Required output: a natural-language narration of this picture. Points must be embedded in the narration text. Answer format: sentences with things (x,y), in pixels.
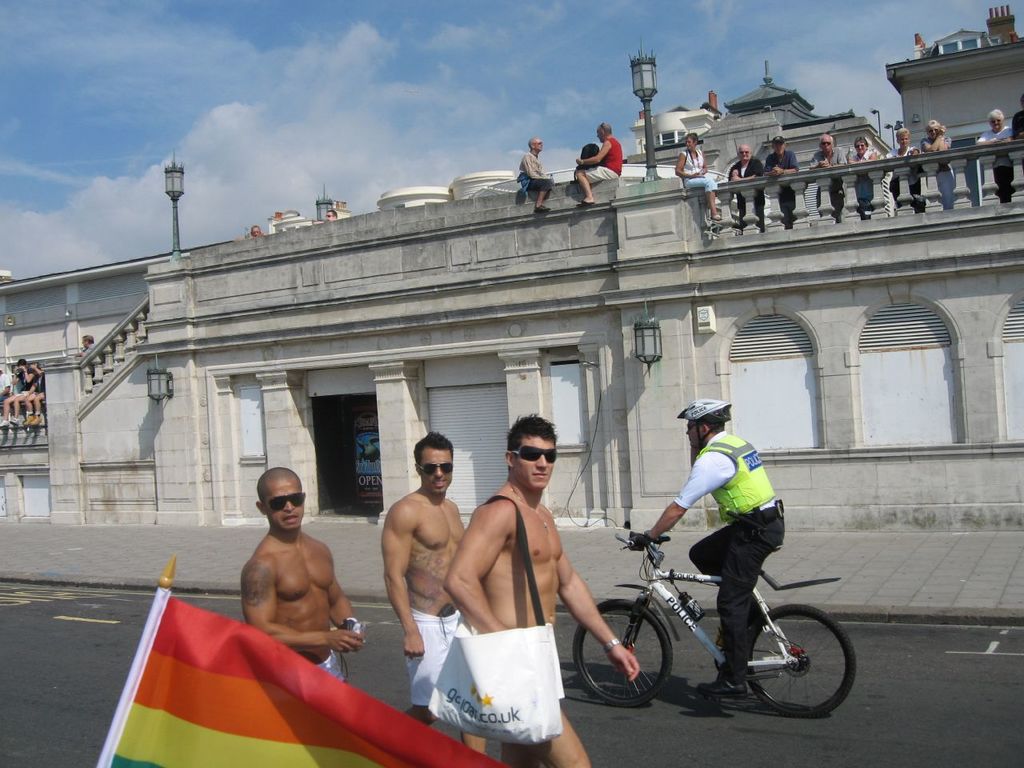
In this picture there are three man (443,565) walking on the road (361,675), wearing shorts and a bag (494,676) on his shoulders (514,517). One of the guys (728,670), riding a bicycle (774,676). In the background (954,141) there are some people (941,143) Standing and watching. We can observe a wall (389,256) and sky (315,79) with some clouds (309,89) here.
